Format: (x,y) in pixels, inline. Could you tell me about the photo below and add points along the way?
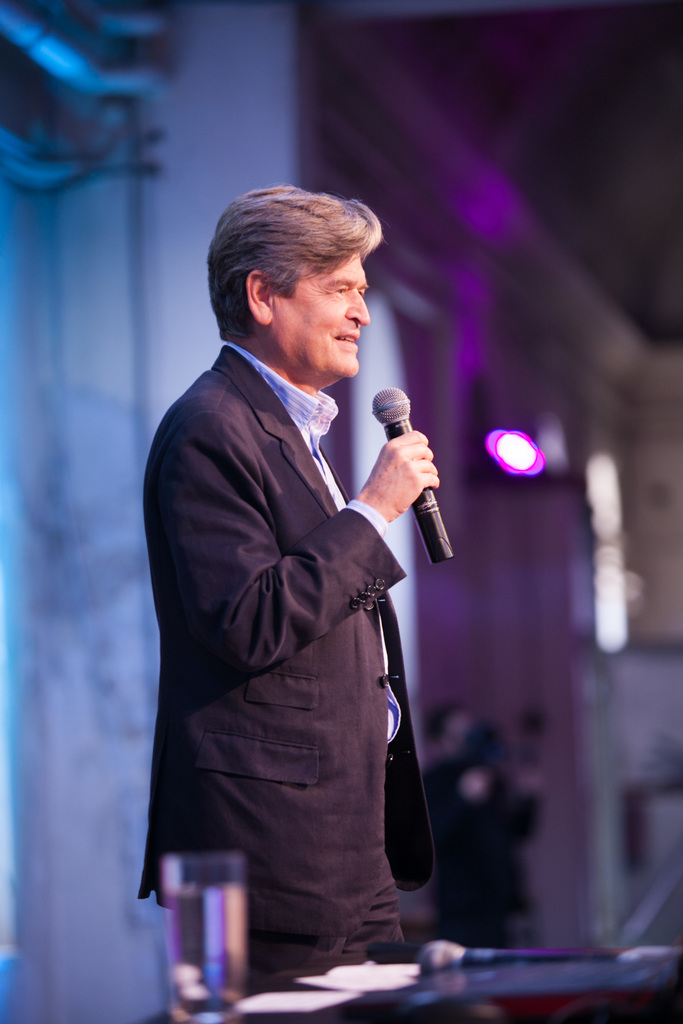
In this image I see a man (370,560) who is standing and he is also wearing a suit (362,946), I can see that he is holding a mic (453,555) in his hand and I see a glass (217,985), a mic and few papers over here. In the background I see the violet colored light (541,449).
